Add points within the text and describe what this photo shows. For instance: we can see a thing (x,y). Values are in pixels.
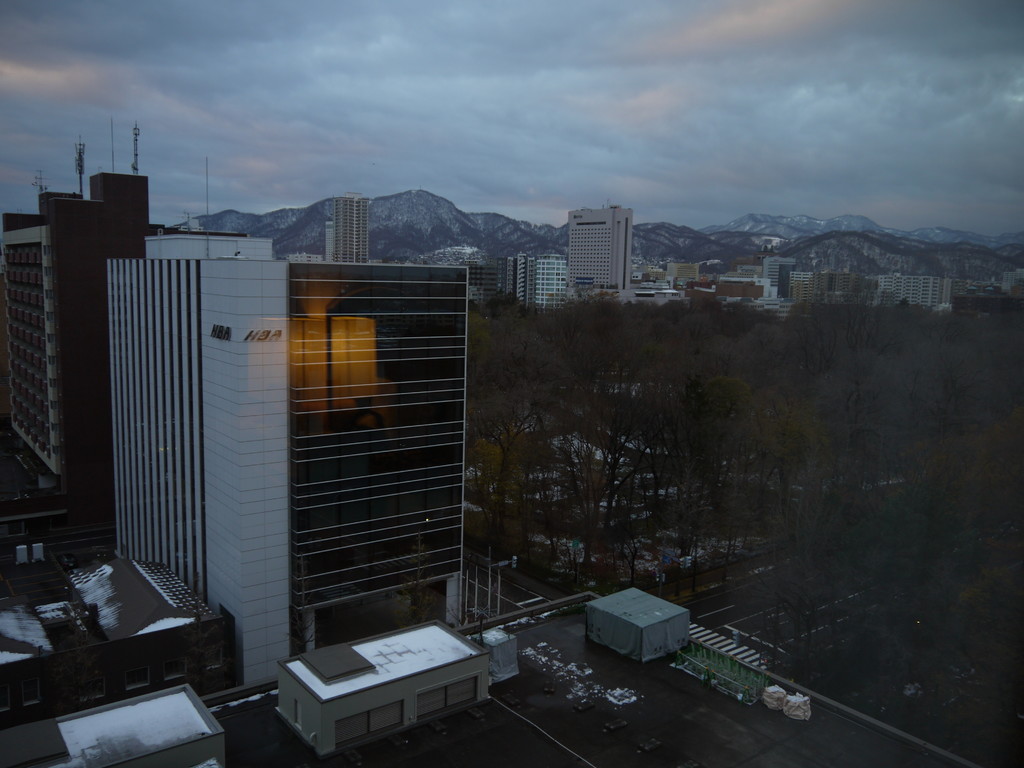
In front of the image there is a building (152,758). On top of the building (483,721) there are some objects (618,721). In the background of the image (479,474) there are trees (543,371), buildings (76,216), mountains (456,204). At the top of the image (572,97) there is sky (592,92).
